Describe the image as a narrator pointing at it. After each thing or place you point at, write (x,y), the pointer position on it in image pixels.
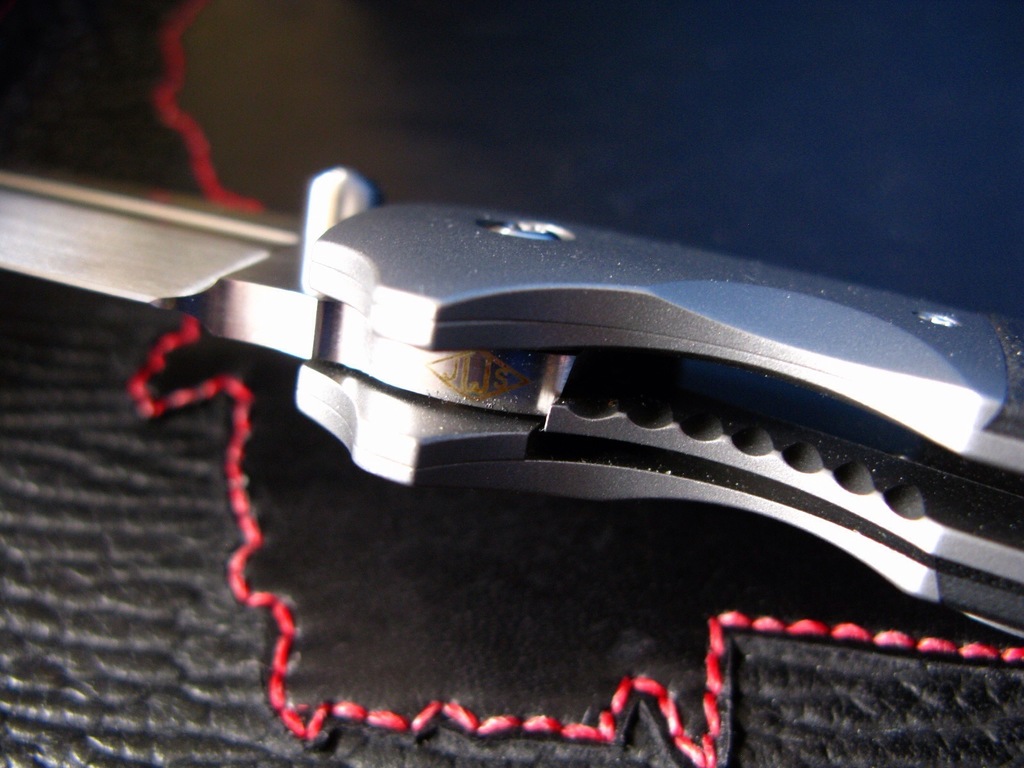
This image consists of a knife (184,214). At the bottom (75,528), we can see a leather sheet (607,664) in black color.
